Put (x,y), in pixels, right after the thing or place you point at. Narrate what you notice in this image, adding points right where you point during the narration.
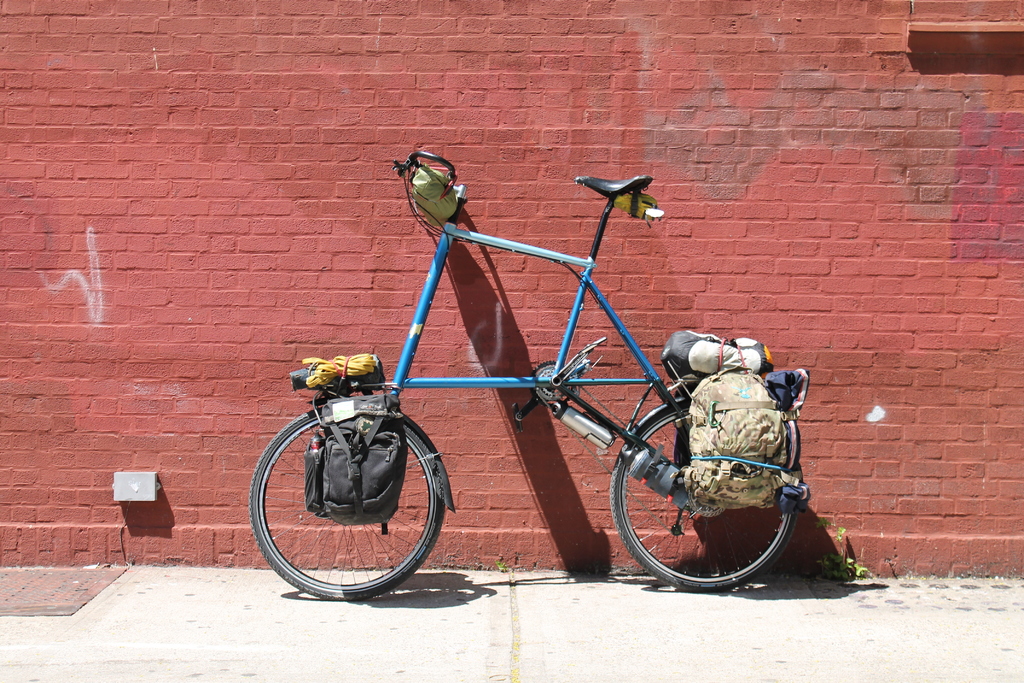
In this image I can see the bicycle (437,496) with bags (376,484) and many objects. I can see the bicycle (443,468) is in blue and black color. In the background (301,160) I can see the red color brick wall (221,194).
